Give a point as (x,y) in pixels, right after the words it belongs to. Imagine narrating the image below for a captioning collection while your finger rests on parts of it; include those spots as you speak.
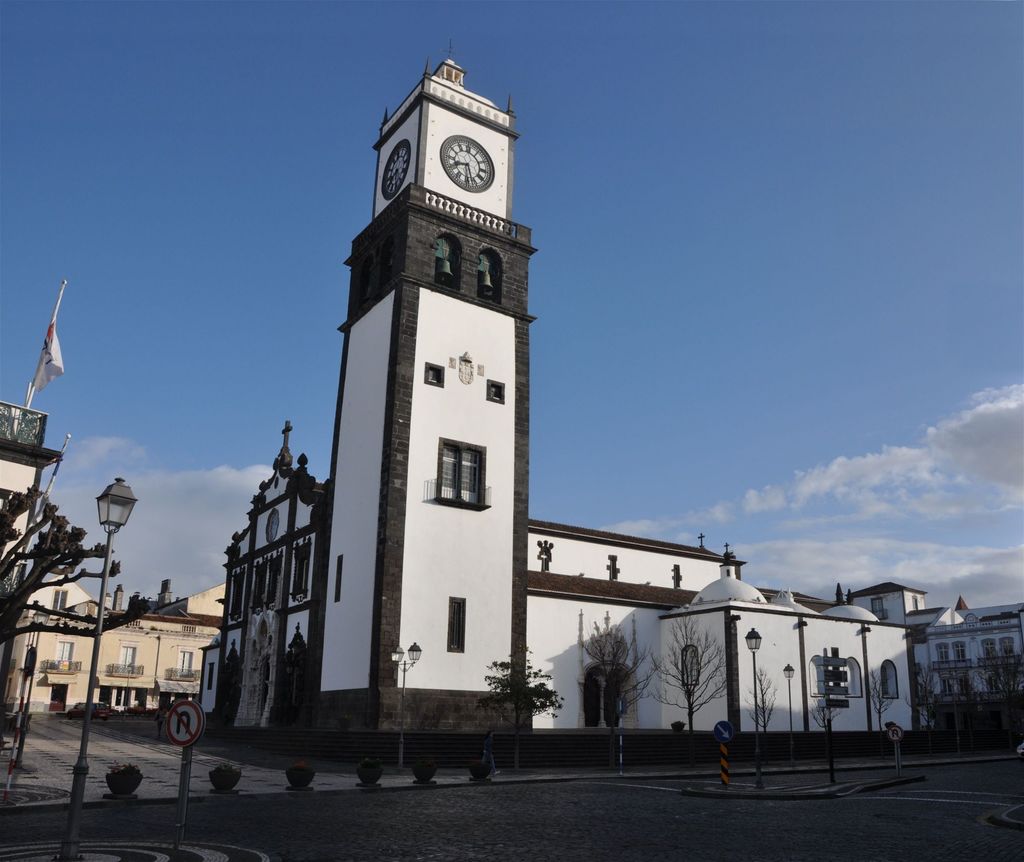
In this picture I can see the road (711,822) at the bottom (677,825), in the middle (562,558) there are trees (955,705), lamps (36,644) and buildings (496,625). At the top (794,199) there is the sky (779,270), I can see a sign board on the left side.
